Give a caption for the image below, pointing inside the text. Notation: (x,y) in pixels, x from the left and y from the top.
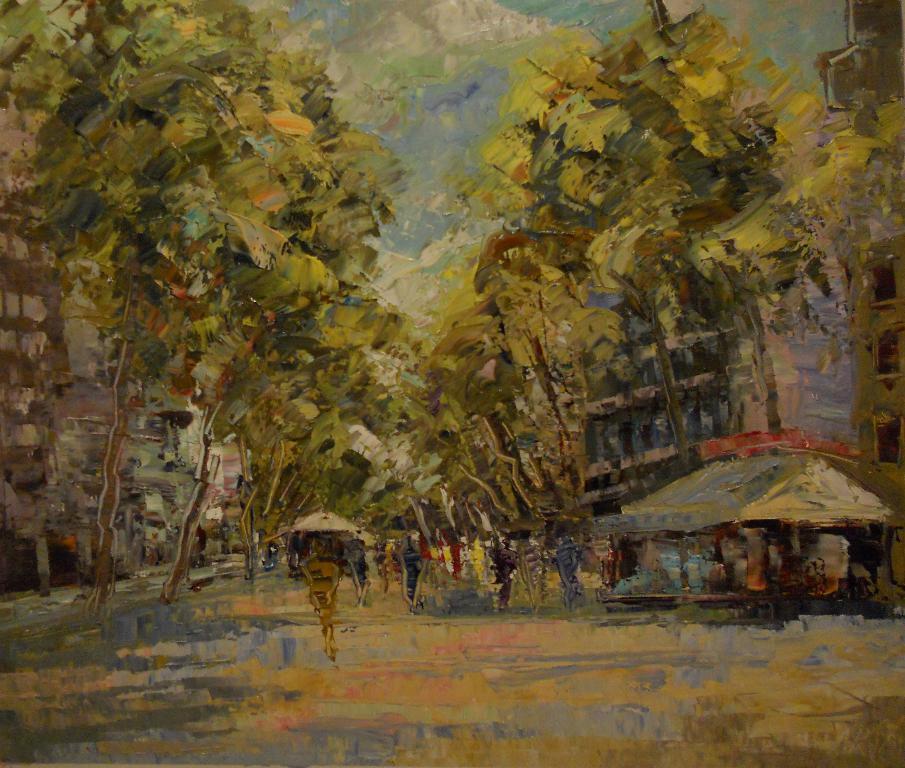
In this image we can see a painting (642,337). In the painting (320,210) there are sky (425,129) with clouds (394,143), trees (233,181), buildings (156,403), shed (722,531) and persons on the road (298,661).
